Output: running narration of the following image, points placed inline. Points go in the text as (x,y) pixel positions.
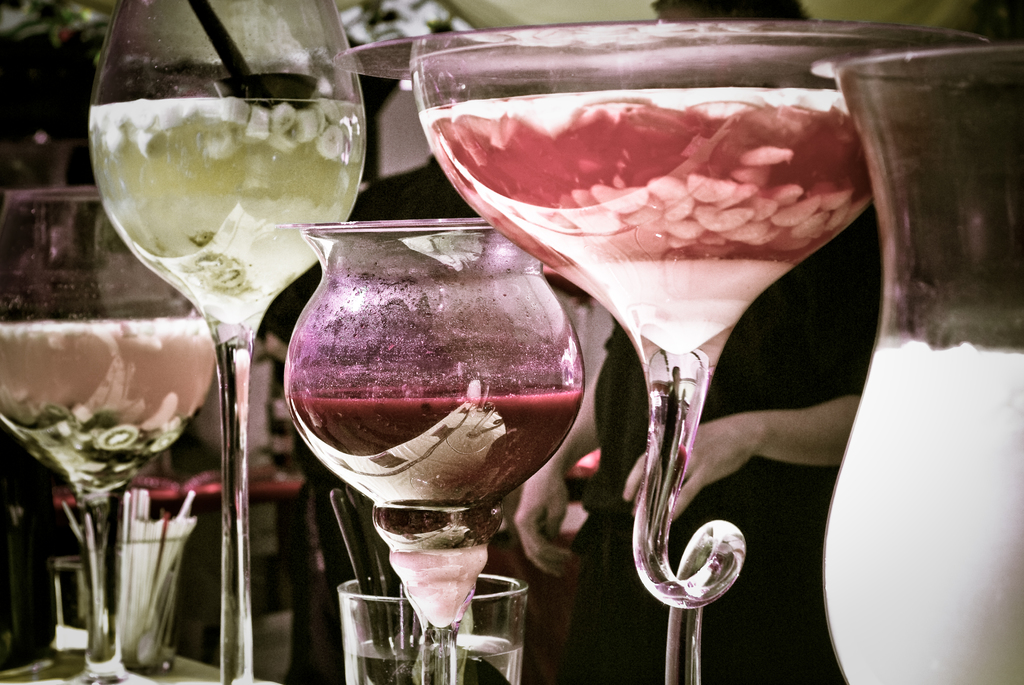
In this picture I can observe different types of glasses (408,272) in the middle of the picture (659,423). I can observe drinks (538,392) in these glasses (180,281). The background (197,440) is blurred.
